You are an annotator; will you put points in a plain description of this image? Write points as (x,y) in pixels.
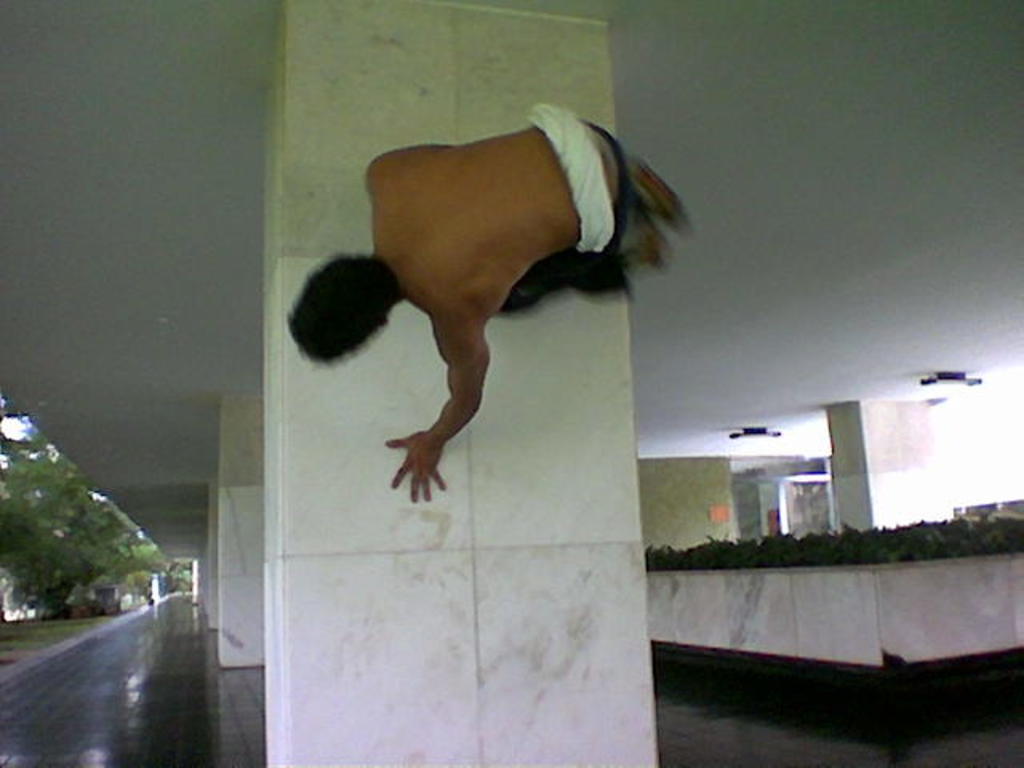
In this image I can see a man (312,332) and number of pillars (383,493) in the centre (387,497). On the left side of this image (17,449) I can see number of trees (57,600) and on the right side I can see few black colour things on the ceiling (827,363).
